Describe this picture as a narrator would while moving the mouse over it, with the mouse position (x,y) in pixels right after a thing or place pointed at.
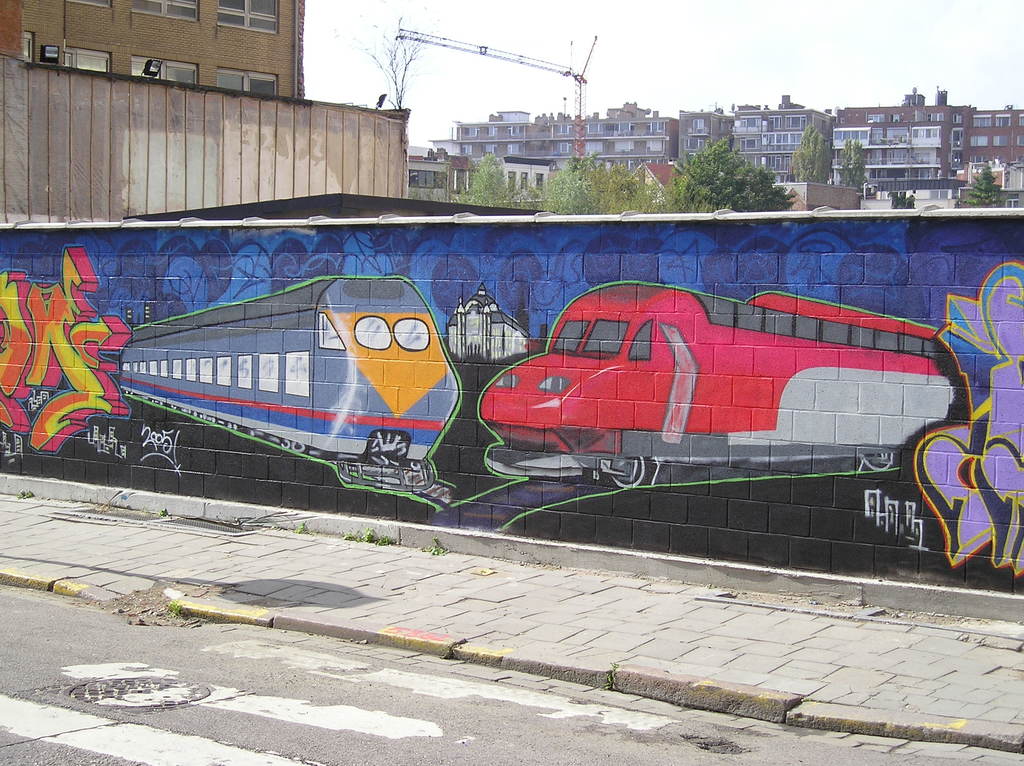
At the bottom (226,691) we can see road (228,681) and footpath (220,601) and there are paintings (280,377) on the wall (108,368) at the footpath (424,586). On left (245,187) there are buildings (332,139) and lights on it. In the background (379,79) we can see buildings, trees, windows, poles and sky (447,74).
